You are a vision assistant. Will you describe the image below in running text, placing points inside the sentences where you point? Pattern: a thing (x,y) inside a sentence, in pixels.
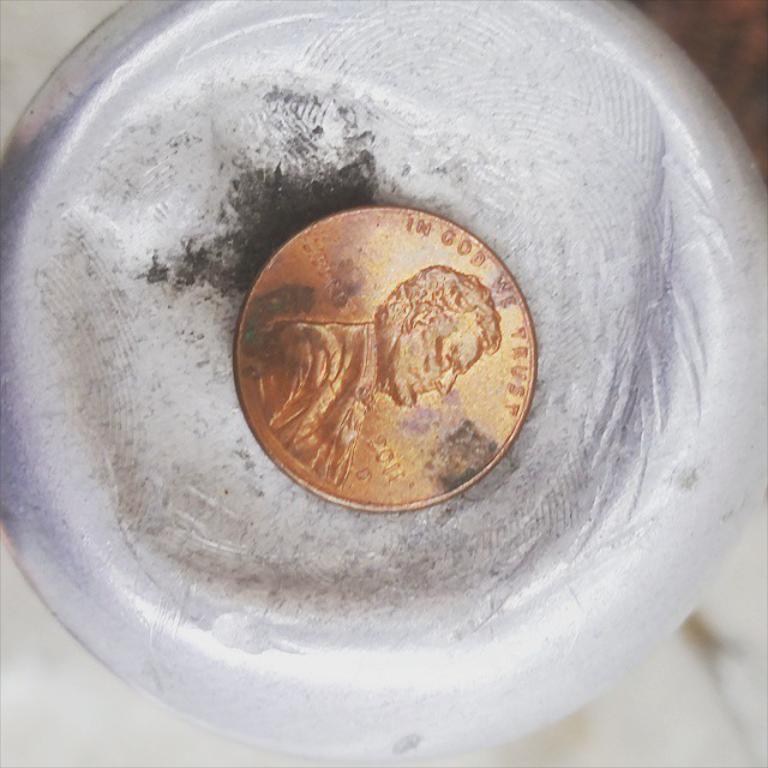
In this picture there is a coin (252,368) in an object (673,248). In the background of the image (753,33) it is blurry.
